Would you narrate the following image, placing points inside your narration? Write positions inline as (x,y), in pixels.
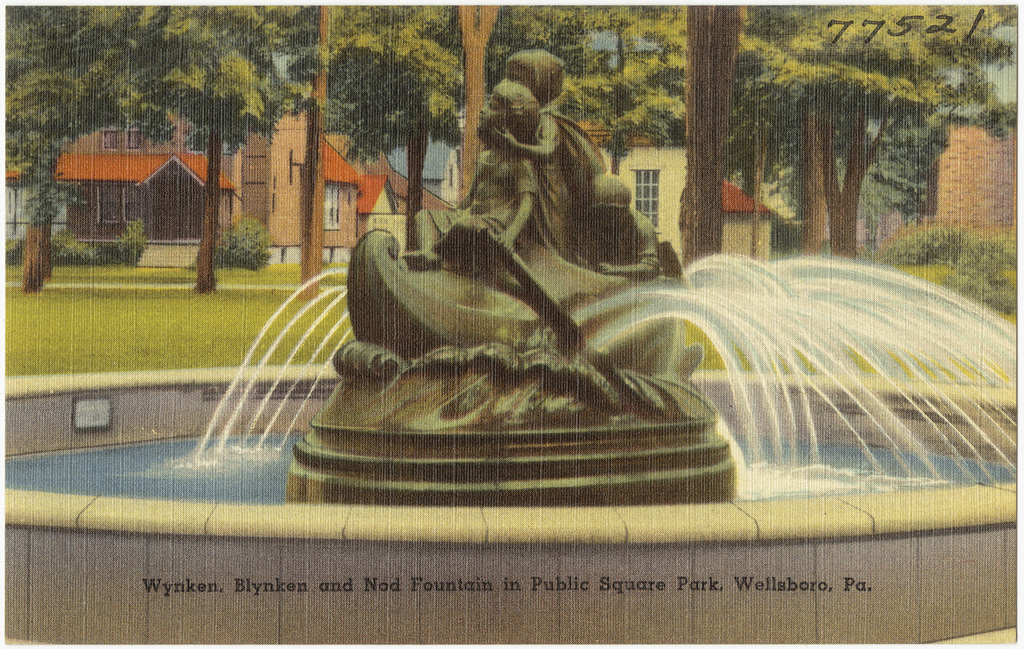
Here we can see a water fountain (475,325) with statues (578,188). Background (343,204) there are houses (326,210) with windows (332,216), plants (966,269) and trees (301,73). Bottom of the image (809,584) there is a watermark (250,588).
